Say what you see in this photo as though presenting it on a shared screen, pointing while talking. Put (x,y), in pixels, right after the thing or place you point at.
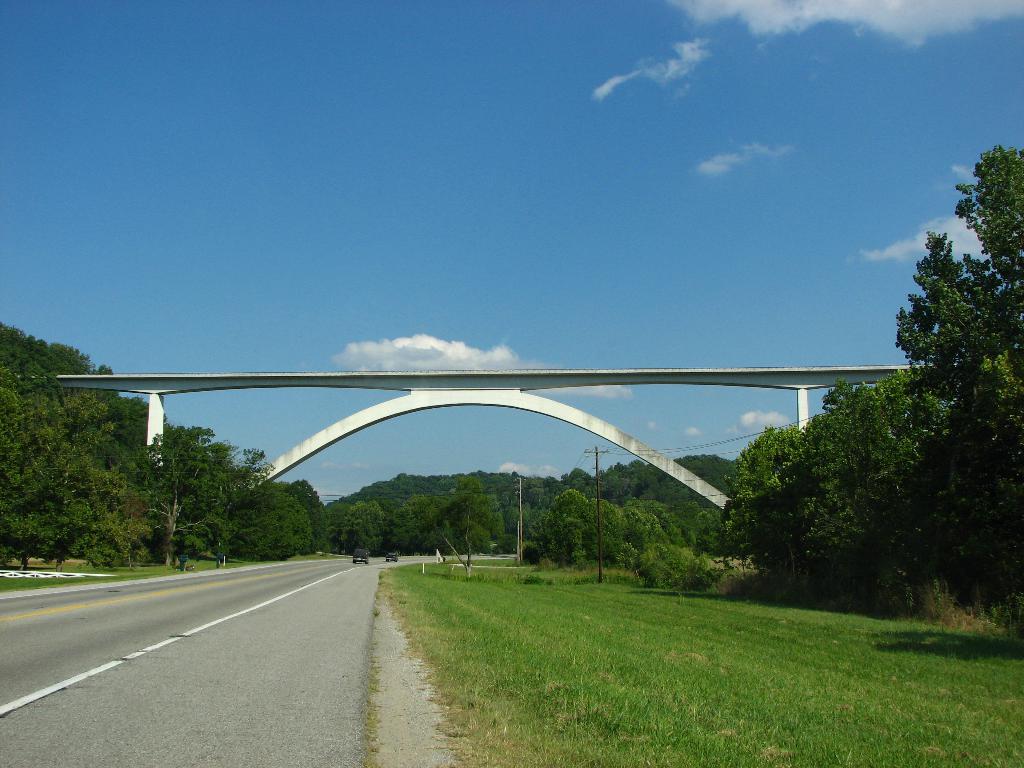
In this image in the front (631,736) there's grass (663,732) on the ground (628,724). In the background (190,507) there are trees (157,505), poles (522,531) and there are vehicles (364,552) moving on the road (341,571) and there is a bridge (531,402) and the sky (670,209) is cloudy.
